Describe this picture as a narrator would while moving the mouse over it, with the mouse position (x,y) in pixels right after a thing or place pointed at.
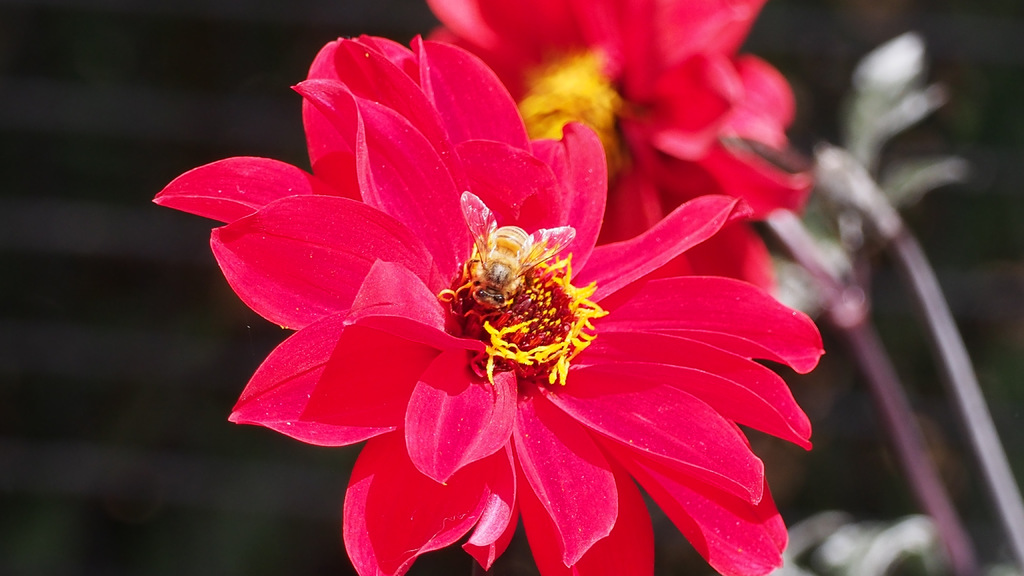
In this image I can see the flowers (511,202). In the background (878,377), I can see the plants (923,509).
